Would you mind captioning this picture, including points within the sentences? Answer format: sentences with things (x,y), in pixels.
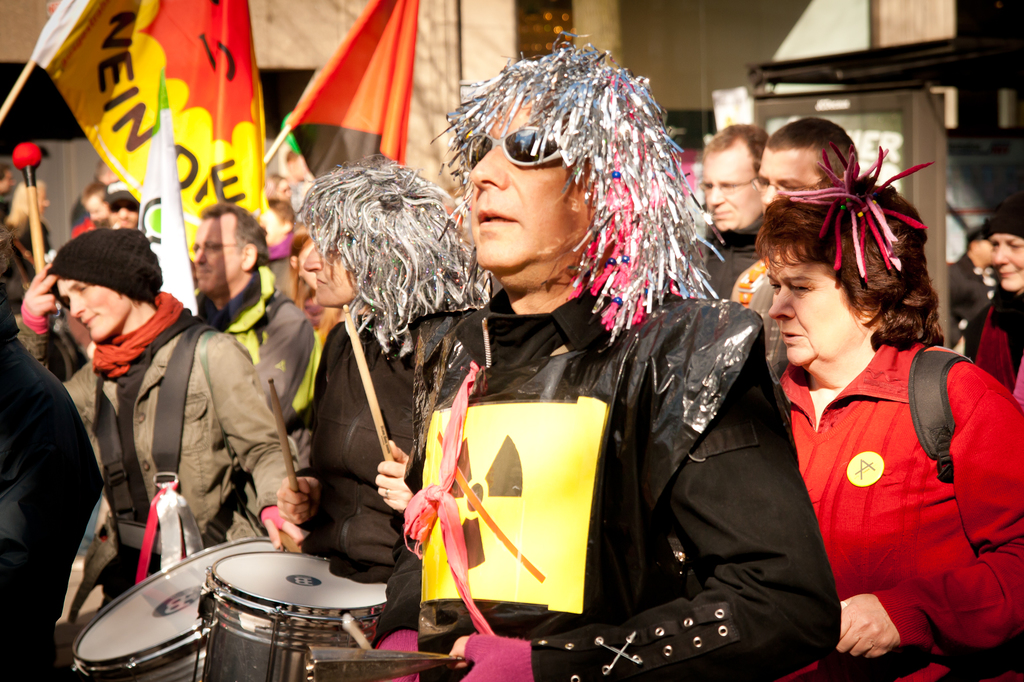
In this image i can see a group of persons (305,305) standing and in front of them there are the musical instruments (180,607) kept and left side (125,46) red and yellow color flags (371,110) visible, on the right side (828,24) there is a wall (842,32), on the middle (575,265) i can see a two persons (451,514) wearing a black jackets (344,403) and colorful cap (602,189) on their head (394,204).
